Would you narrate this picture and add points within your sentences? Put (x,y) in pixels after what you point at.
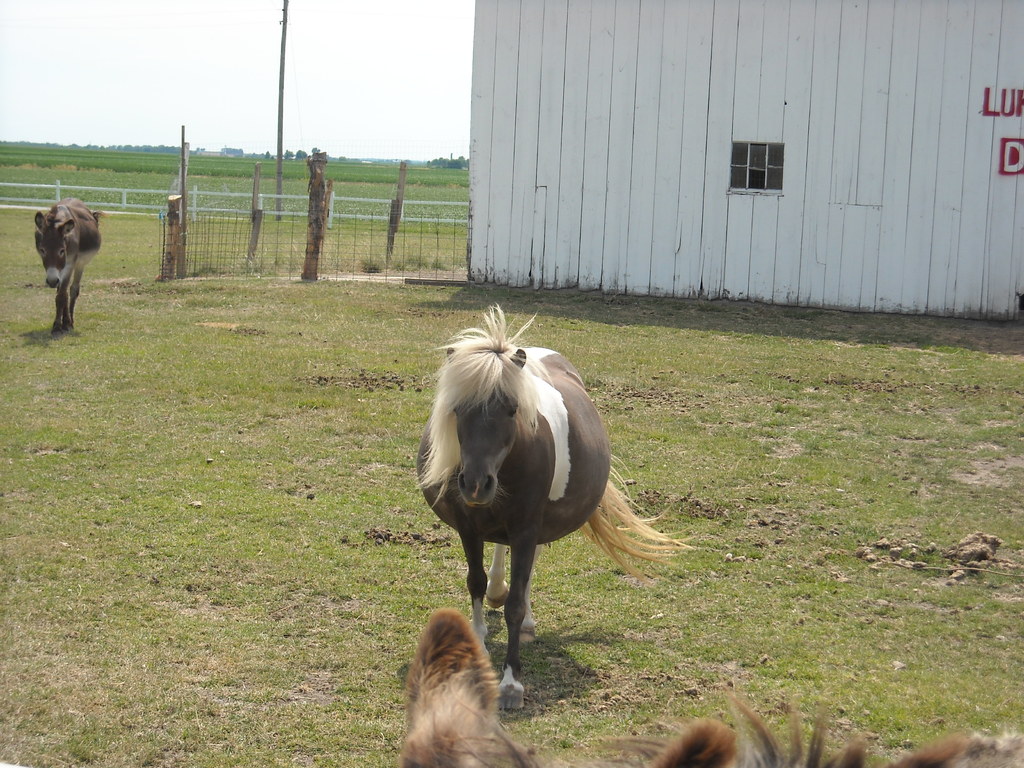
In this image, there are a few animals (496,520). We can see the ground (266,550) covered with grass (285,573). We can see the fence (252,238) and some trunks (317,209) of trees (317,254). We can also see some plants (123,165) and the wall (736,134) with a window (769,171) and some text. We can also see the sky (445,96).
